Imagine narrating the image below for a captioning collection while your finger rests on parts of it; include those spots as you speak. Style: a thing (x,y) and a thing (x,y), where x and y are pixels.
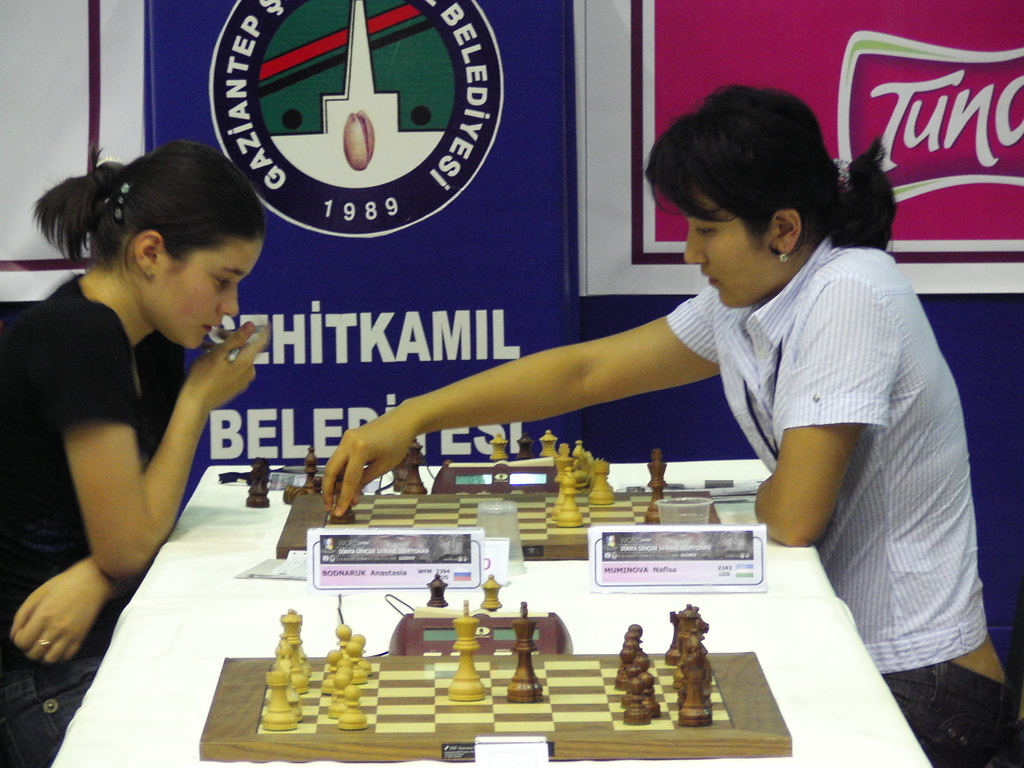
In the picture I can see a woman (830,361) wearing a white color dress (812,373) is sitting on the right side of the image (897,483) and woman (57,704) wearing black dress (60,499) is sitting on the left side of the image (114,573). Here we can see chess boards (425,731), name boards (477,572) are placed on a white color table (697,760). In the background (339,30), I can see banners (611,210) which are in blue and pink color on which we can see some text (271,341) and we can see a logo (398,151) on it.
